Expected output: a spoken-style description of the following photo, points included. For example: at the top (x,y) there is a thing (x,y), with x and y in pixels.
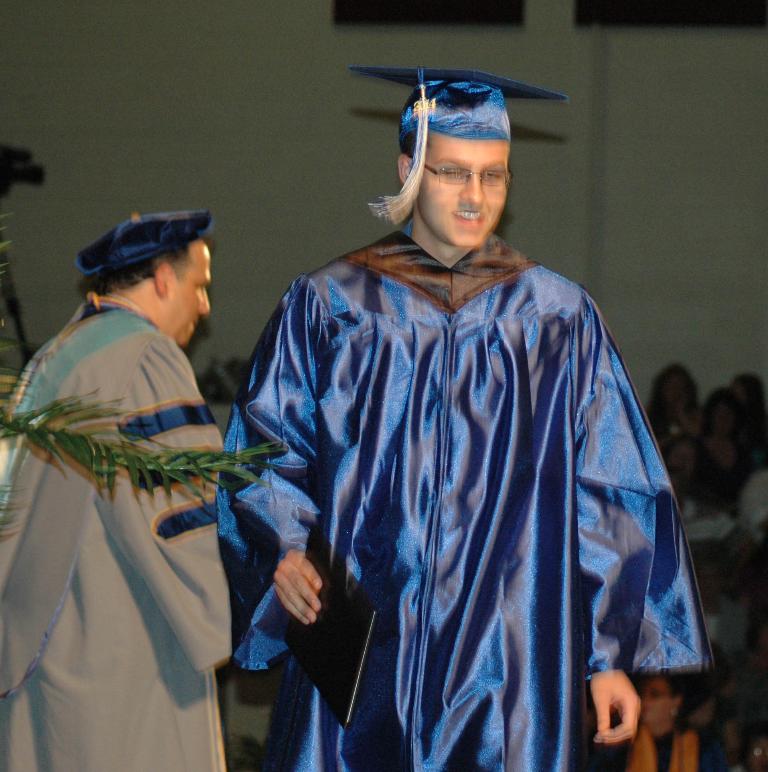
In this image there are leaves (59,427), there is a person (96,572), it looks like a camera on the left corner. There is a person (423,557) holding an object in the foreground (397,633). There are people (731,671) on the right corner (716,563). And there is a wall (140,187) in the background (299,271).
